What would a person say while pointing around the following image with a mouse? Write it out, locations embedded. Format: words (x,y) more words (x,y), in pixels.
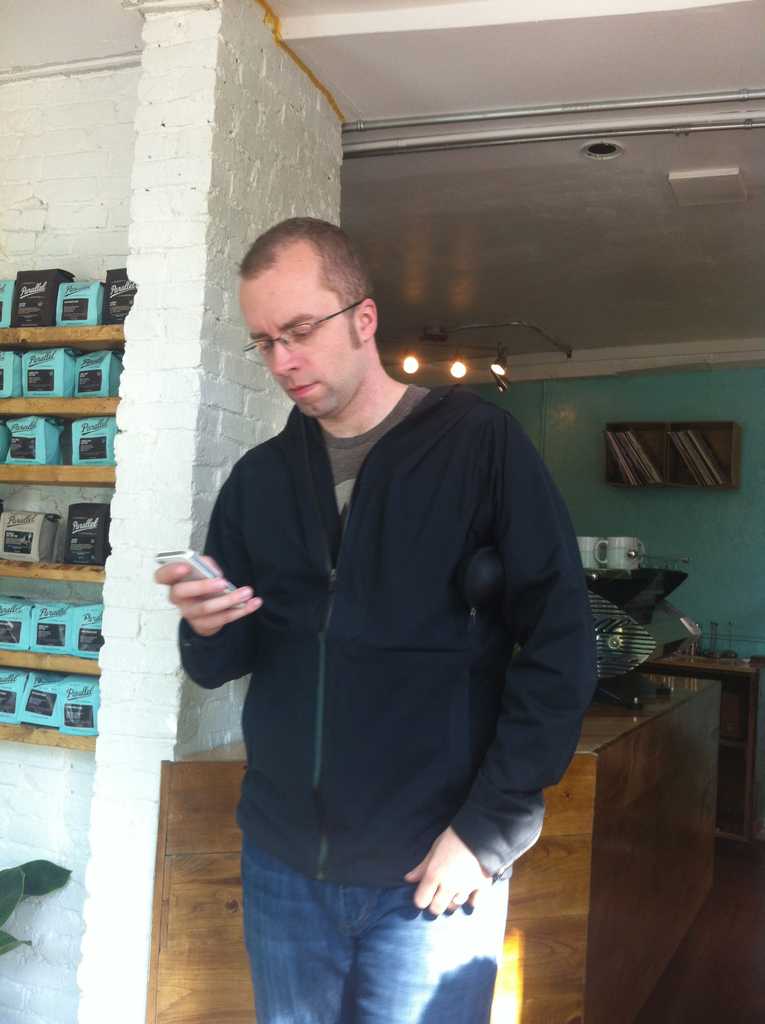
This picture shows a man (388,439) standing and holding a mobile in his hand (227,599) and we see few boxes (49,629) in the shelves (62,467) and we see few lights (500,389) to the roof (422,347) and couple of cups (629,566) and we see books (632,447) in the cupboard (736,455).
